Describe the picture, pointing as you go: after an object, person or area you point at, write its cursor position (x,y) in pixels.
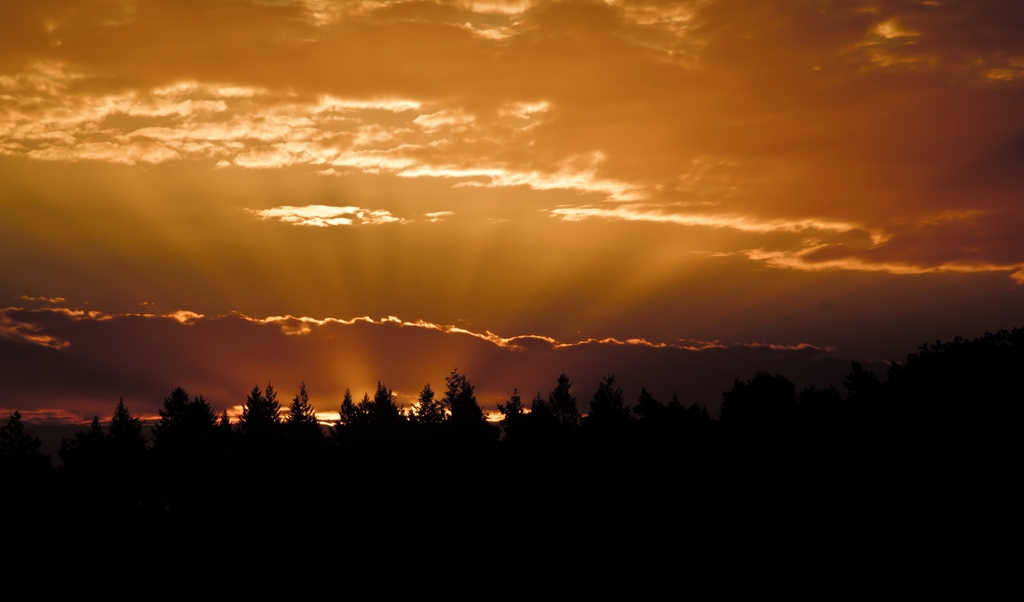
In this image there is the sky (513,244) towards the top of the image (522,149), there are clouds (181,139) in the sky (436,147), there are trees (462,473).
